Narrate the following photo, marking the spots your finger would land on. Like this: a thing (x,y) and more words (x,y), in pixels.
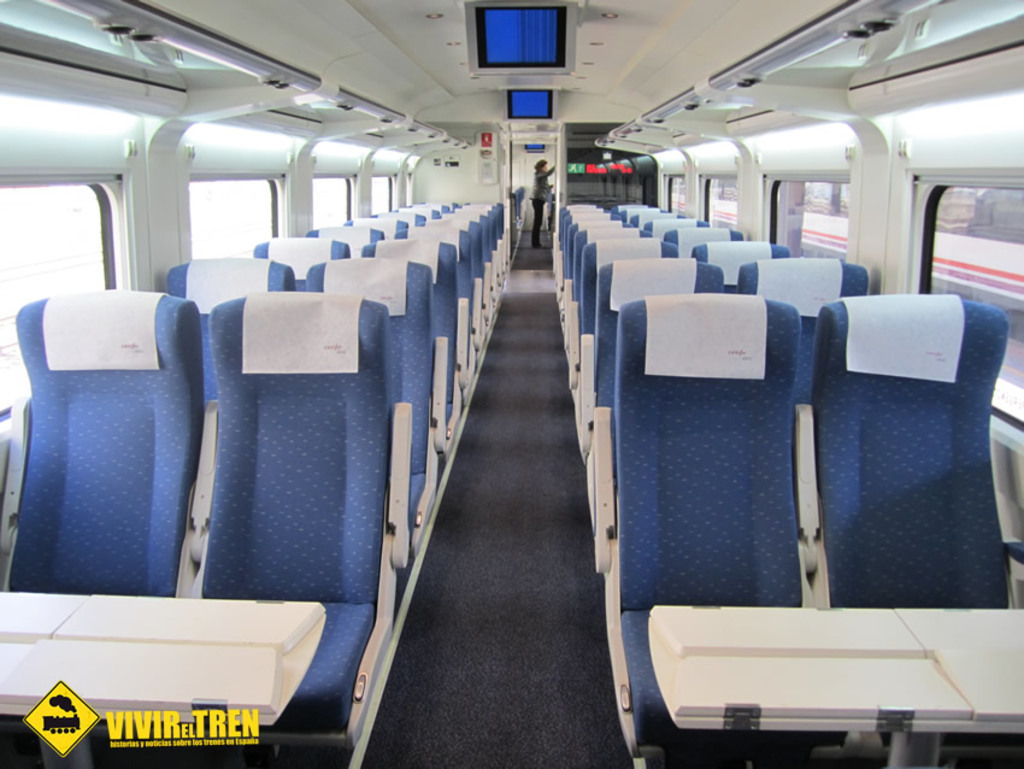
In this image we can see the inside view of the vehicle (402,398) with the seats (787,442), glass windows (15,277) and also display screens (535,99) at the top (527,149). We can also see a person (536,209) standing on the path (531,325) and through the glass windows (982,225) we can also see another vehicle (988,243). Image also consists of the white color side tables (869,634). In the bottom left corner (156,715) we can see the text (147,721) and also the logo (67,717).
